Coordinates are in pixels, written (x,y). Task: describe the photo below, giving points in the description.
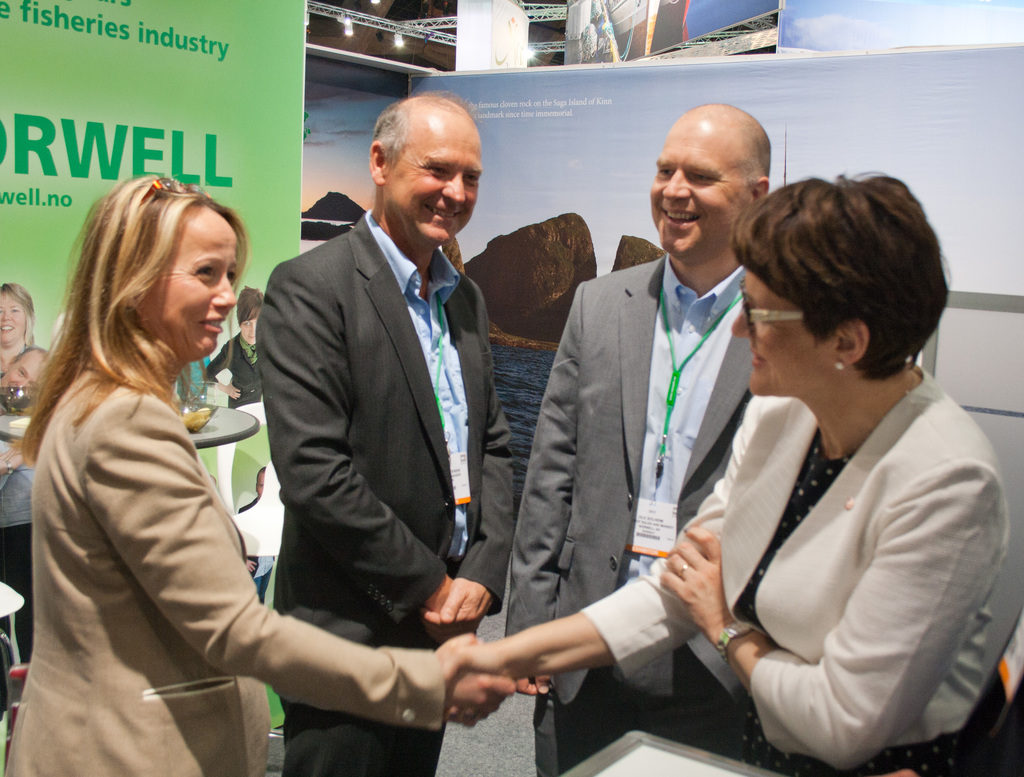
There are two men (403,343) and two women (792,424) standing and smiling. I can see two women (277,629) hand shaking. This looks like a hoarding (232,119). I can see a table (220,430) with few objects (196,407) on it. I think these are the posters (611,89).
